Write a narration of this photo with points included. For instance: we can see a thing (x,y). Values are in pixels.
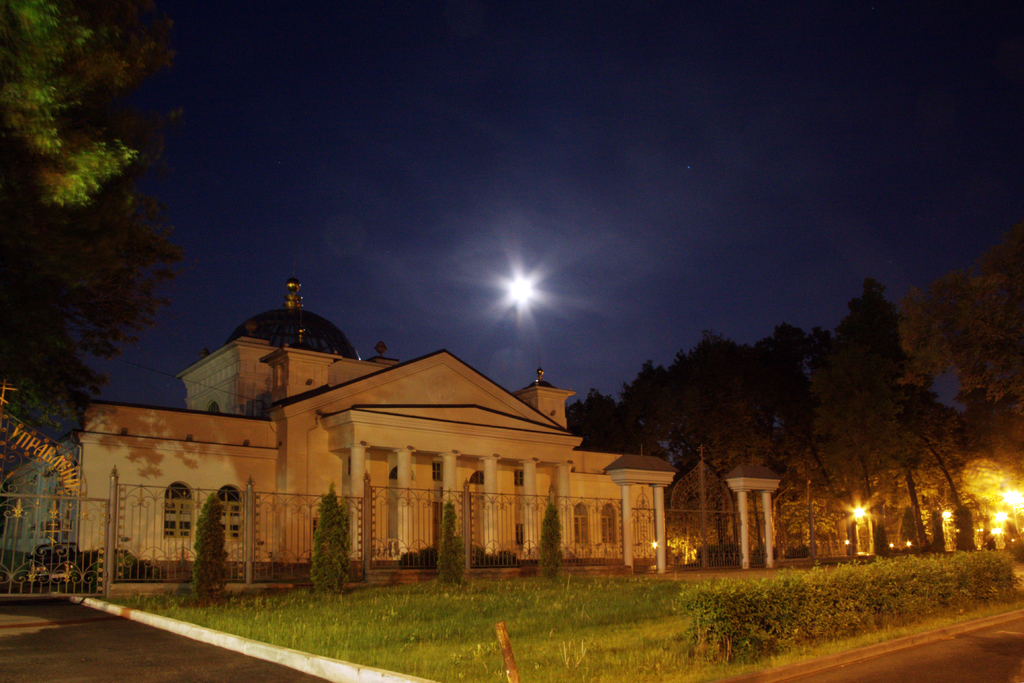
In this image we can see shrubs (200,515), grass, gate (41,544), fence (197,527), building (481,534), trees (806,419), light pole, moon (531,298) and dark sky (541,124) in the background (519,285).
